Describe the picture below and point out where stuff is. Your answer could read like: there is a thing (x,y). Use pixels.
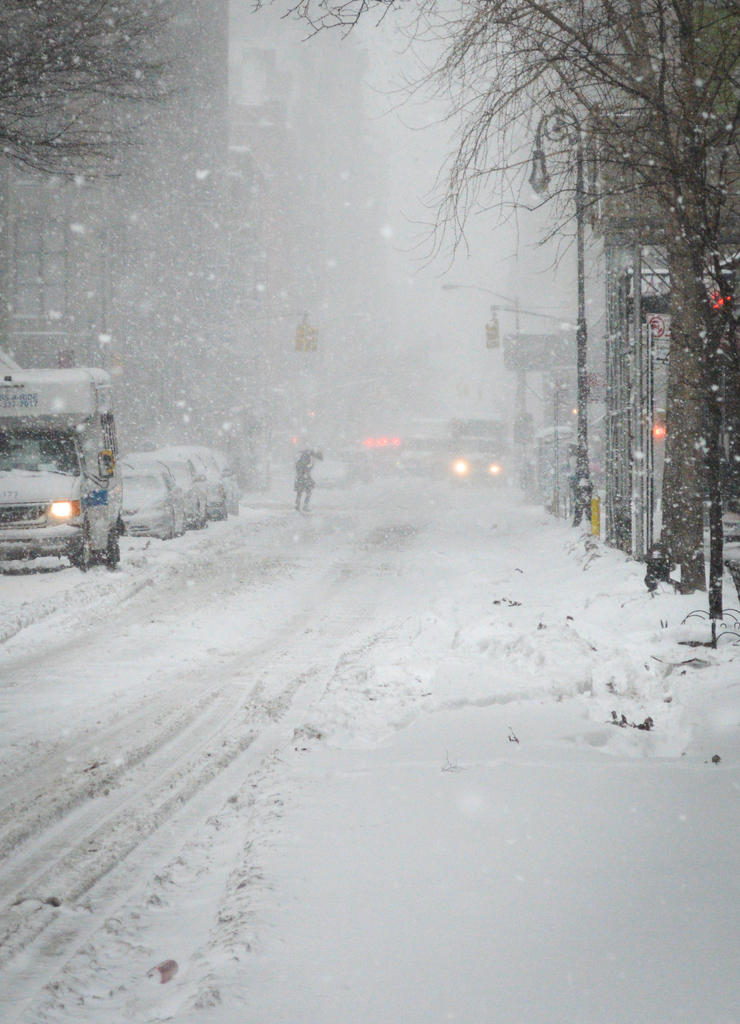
In this image there are trees (683,152), buildings (180,312), street lights (584,353) and vehicles (114,499). On the road (370,559) there are vehicles (121,504). The road (394,666) is covered with snow (380,562).
